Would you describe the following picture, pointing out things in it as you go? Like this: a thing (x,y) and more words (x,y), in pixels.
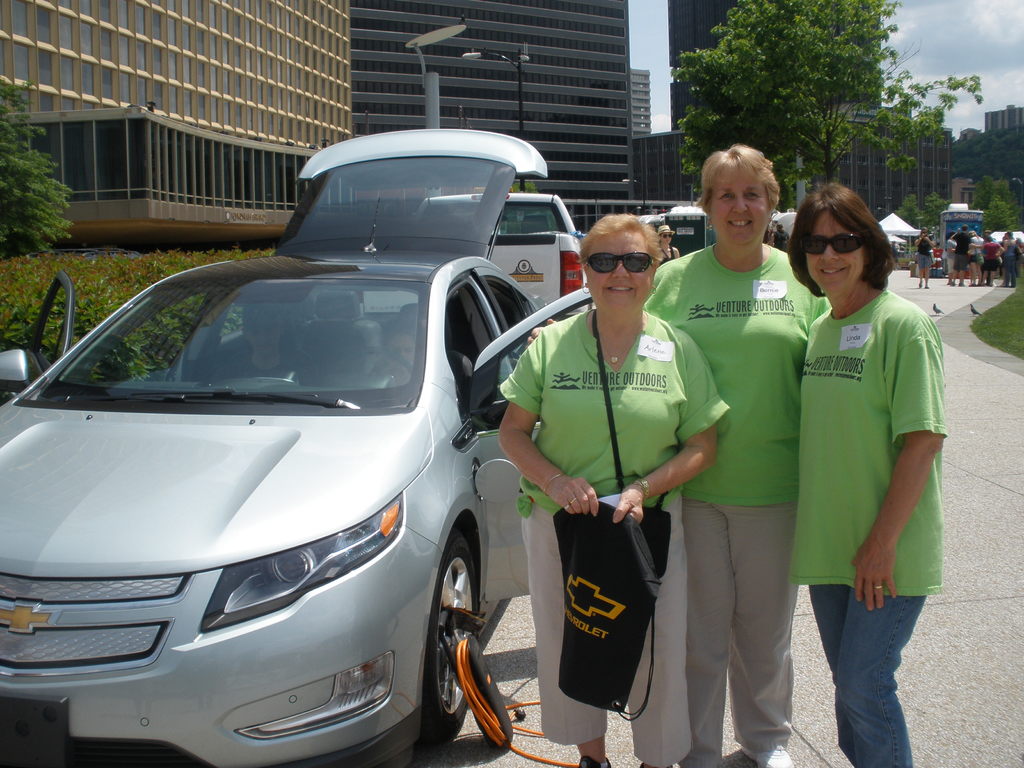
In this image we can see three ladies (806,413) standing. The lady (589,487) standing on the left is holding a bag (577,574) and there are vehicles (409,343) placed on the road (1009,644). In the background (312,125) there are buildings (548,97), trees (813,57) and sky (938,4).
